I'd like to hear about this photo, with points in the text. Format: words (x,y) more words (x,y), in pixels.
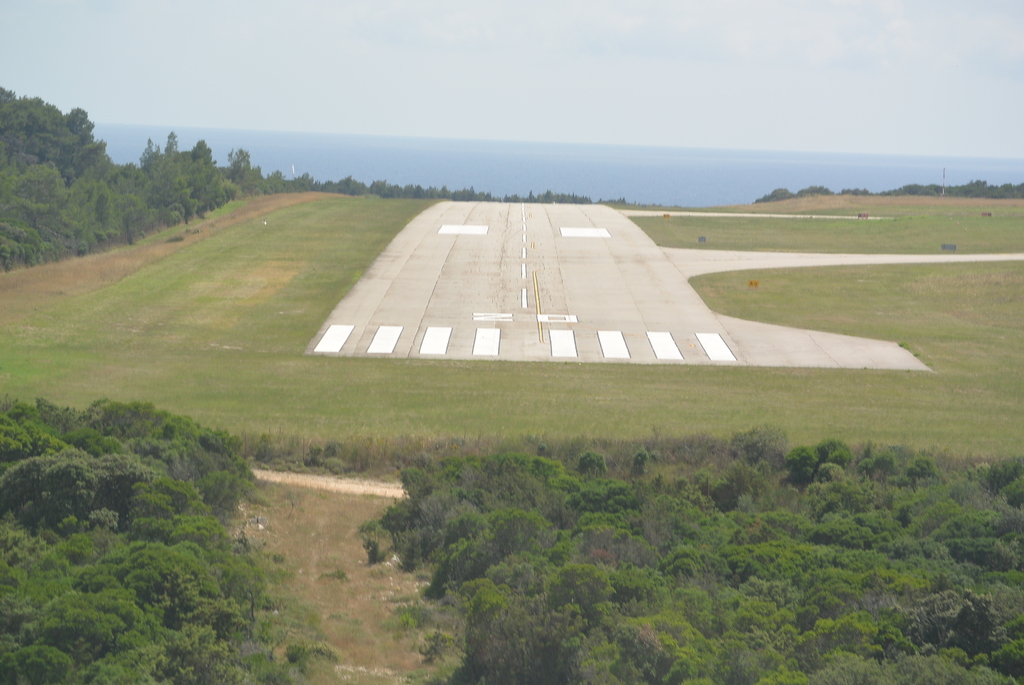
In the image there is a runway (505,309) in the middle (546,326) with grassland (935,336) on either side of it and trees (743,626) in the front (725,654) and back and above its sky (321,81).
